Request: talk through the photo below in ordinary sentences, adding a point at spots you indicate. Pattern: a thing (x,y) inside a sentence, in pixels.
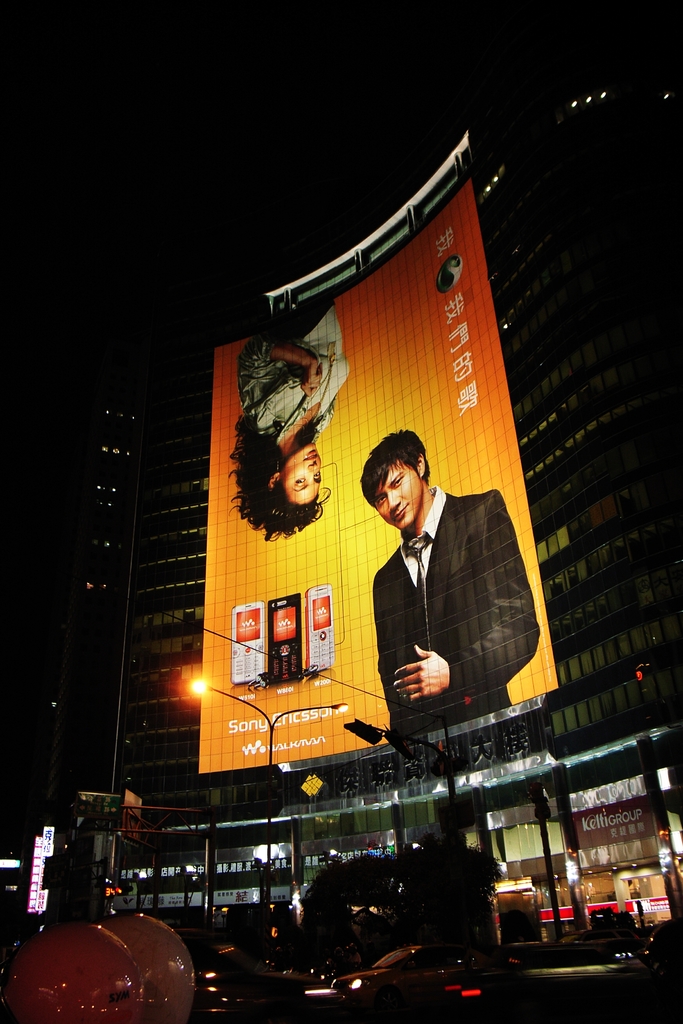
In this image we can see a banner (431,544) on a building (491,733) containing some pictures (426,630) and text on it. On the bottom of the image (262,926) we can see a street pole (233,699), a signboard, trees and some vehicles (395,985) on the road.
